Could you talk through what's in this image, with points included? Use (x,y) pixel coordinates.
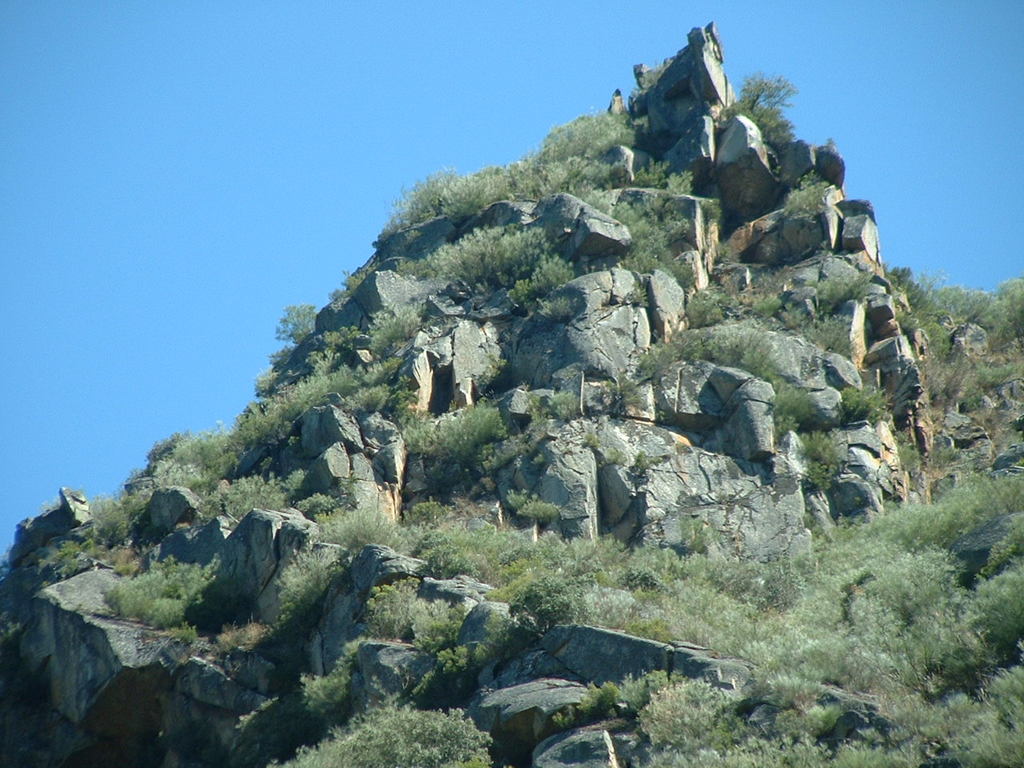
In this image there is a mountain (463,487). On the mountain (539,435) there is a grass (709,544). In the background (177,389) there is a sky (202,314).
